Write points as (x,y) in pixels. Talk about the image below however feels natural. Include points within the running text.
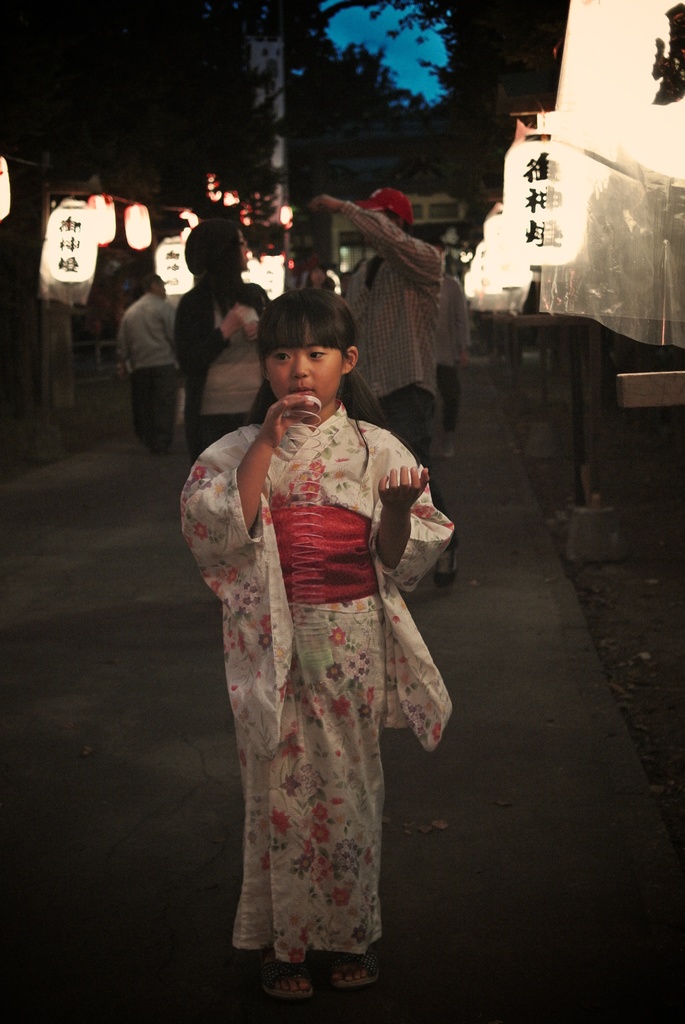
In this image we can see people (208,327) standing on the road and a child (341,641) is holding spring (295,563) in the hands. In the background (542,222) there are white lanterns (511,173) attached to the poles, trees (420,117) and sky (372,49).
